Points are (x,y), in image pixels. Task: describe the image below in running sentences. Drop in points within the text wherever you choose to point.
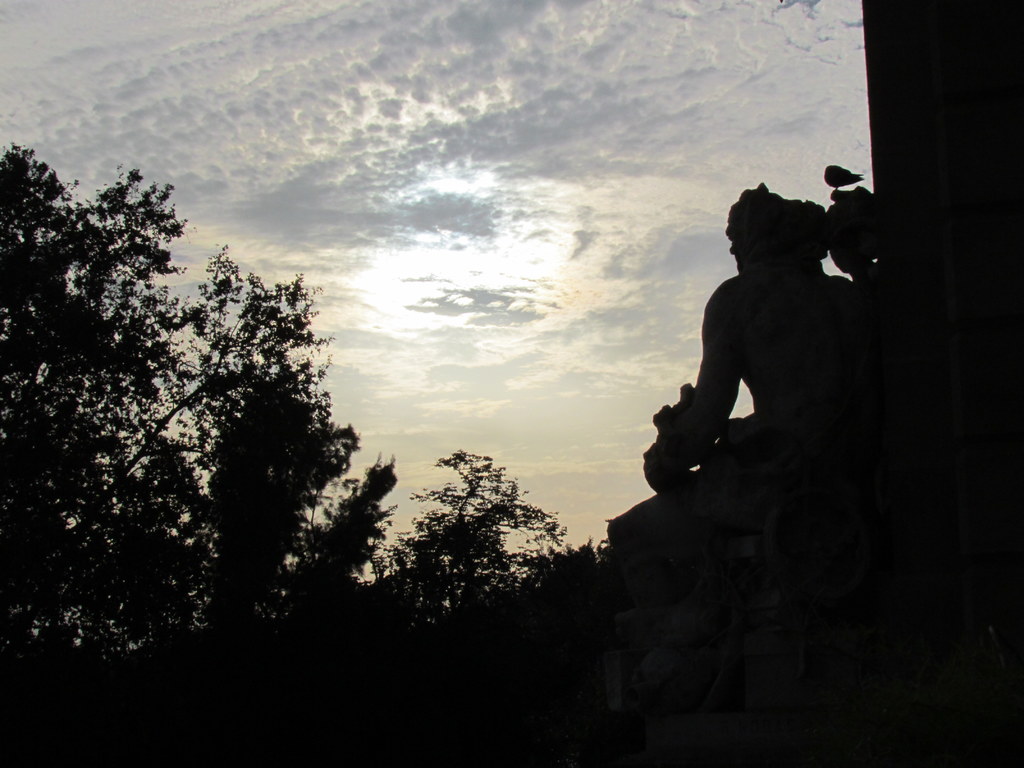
In this picture the sky (386,427) is gloomy & at the bottom (520,513) we see plants (62,634) and trees (88,609) in dark.
